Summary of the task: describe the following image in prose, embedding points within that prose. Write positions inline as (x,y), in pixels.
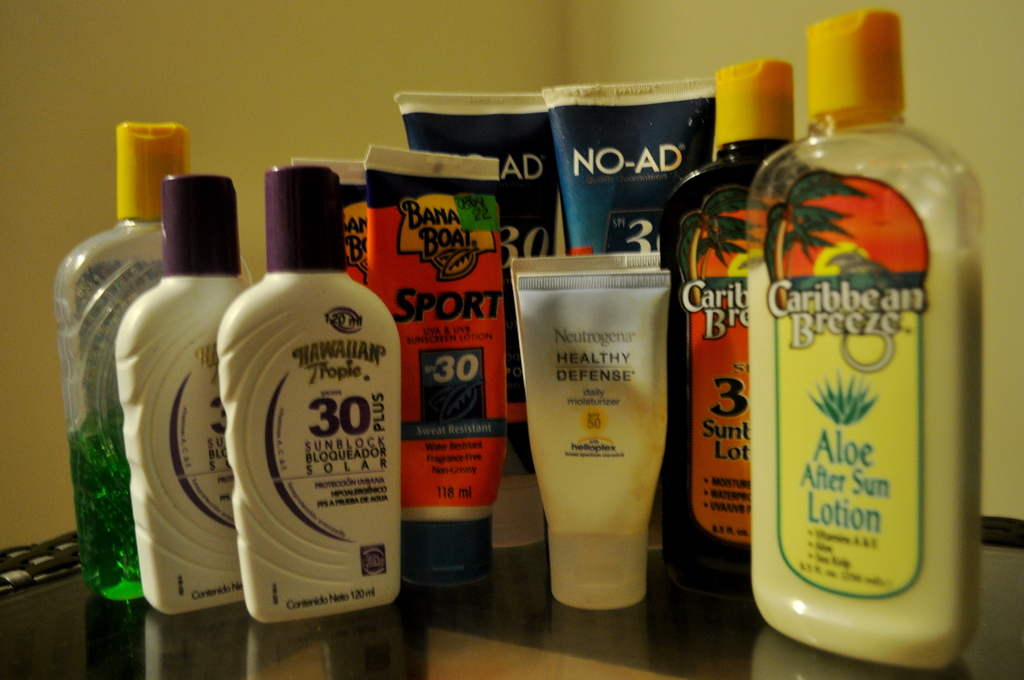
At the bottom of the image (527,581) there is a table (20,615), on the table (47,598) there are some bottles (612,109). Behind them there is wall (992,43).
